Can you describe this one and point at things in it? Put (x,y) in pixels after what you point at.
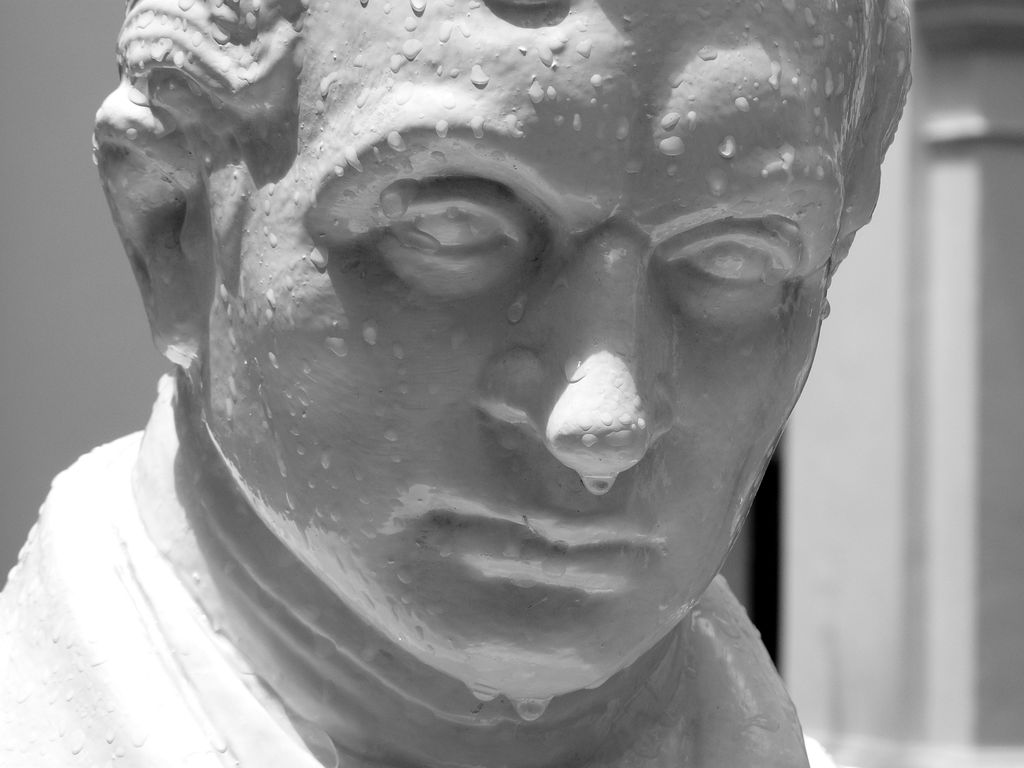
In this picture we can see a statue of a man (146,584), water drops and in the background (79,145) we can see the wall (46,362).
